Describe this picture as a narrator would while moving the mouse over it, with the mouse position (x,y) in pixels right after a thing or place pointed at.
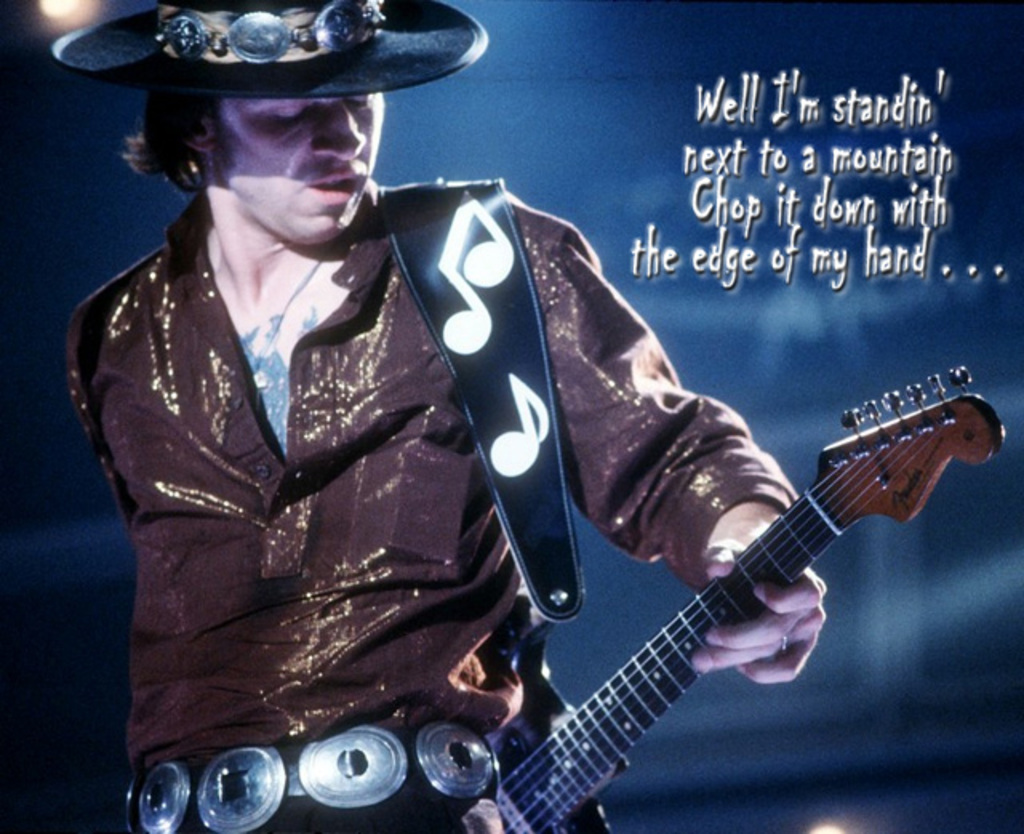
In this image we have a man (162,131) standing and playing a guitar (960,454).
